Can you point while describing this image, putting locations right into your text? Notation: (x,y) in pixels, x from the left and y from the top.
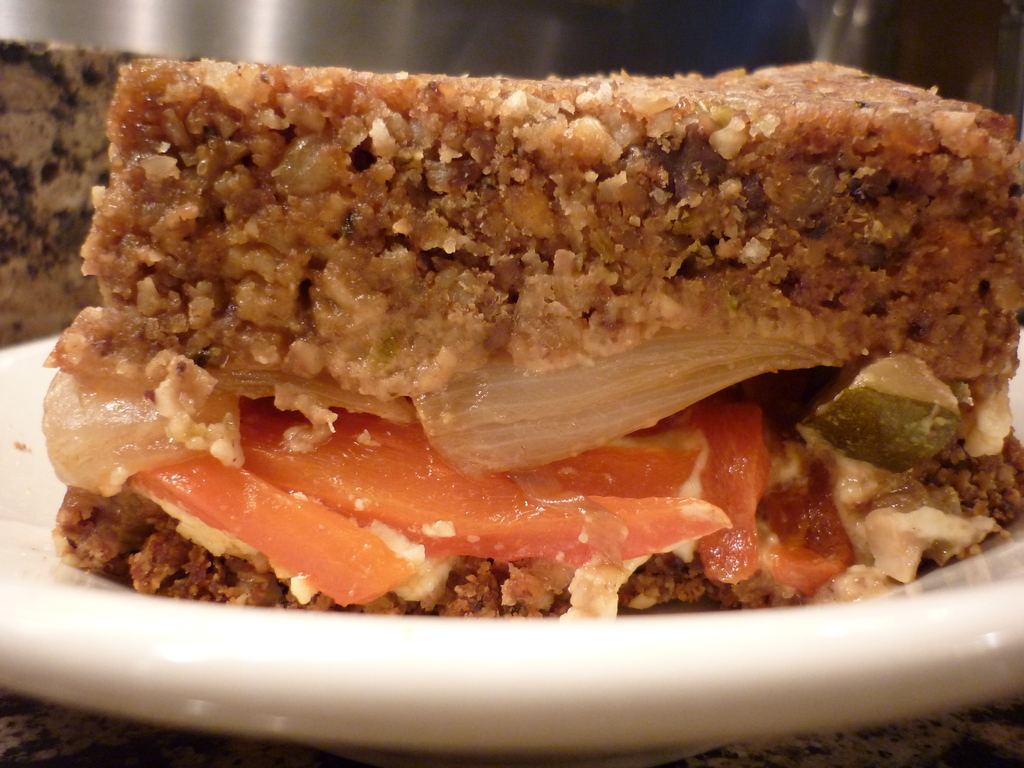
The picture consists of a food item (420,513) served in a plate (89,584). The background (27,320) is not clear.
